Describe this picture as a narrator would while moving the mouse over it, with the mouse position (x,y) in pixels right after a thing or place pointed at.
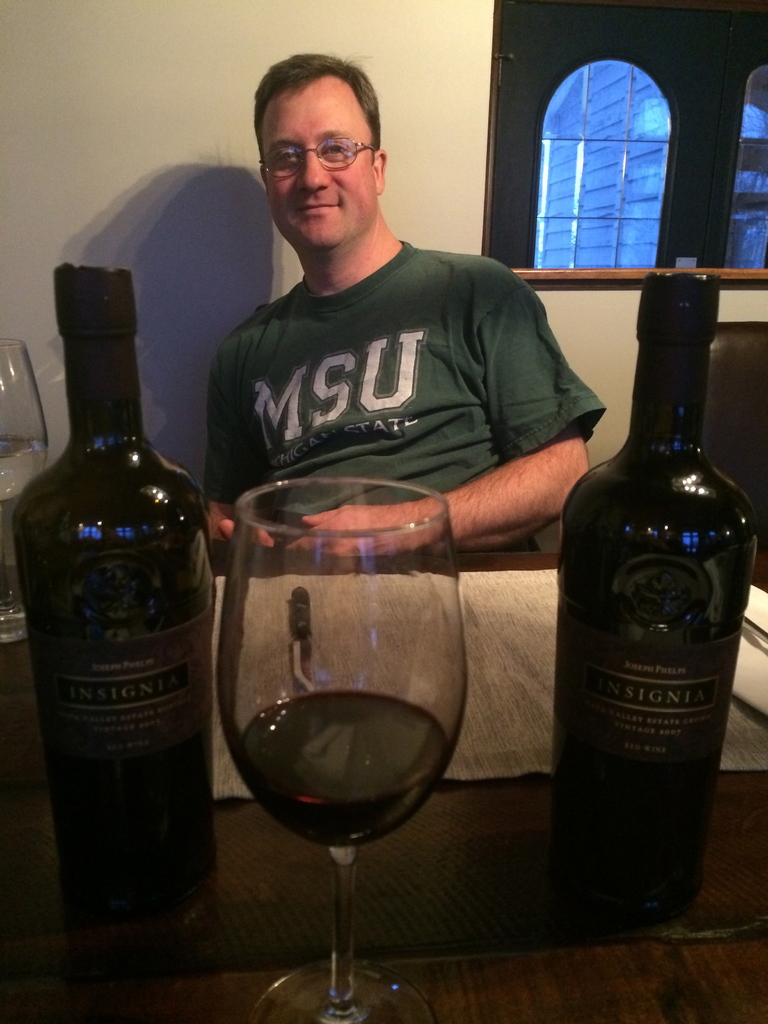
In this image I can see the person (284,390) wearing the green color t-shirt (364,341) and specs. In-front of the person (363,167) I can see the table (453,958). On the table (505,951) there are wine bottles (81,726) and glasses (336,775). In the back (412,223) I can see the wall (408,70) and the window (626,195).
